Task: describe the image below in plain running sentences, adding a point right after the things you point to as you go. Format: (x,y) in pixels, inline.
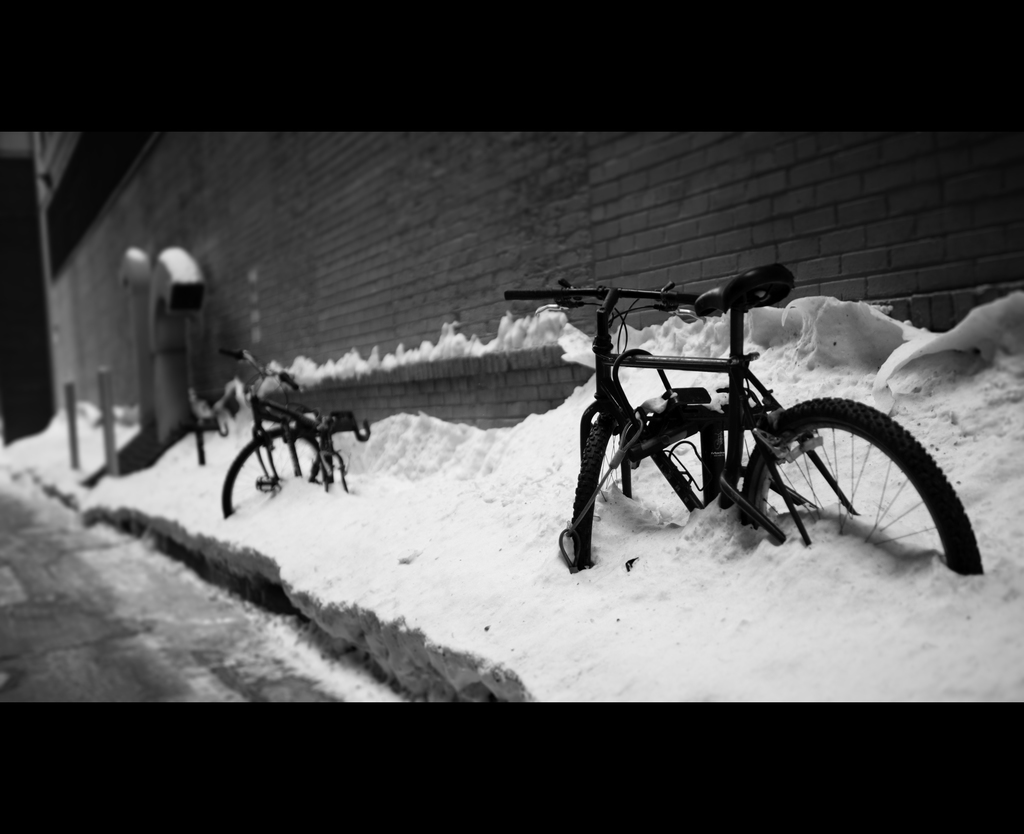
In this image we can see bicycles (738,508). In the background (346,250) there is a wall (380,262) and we can see snow (388,671).
